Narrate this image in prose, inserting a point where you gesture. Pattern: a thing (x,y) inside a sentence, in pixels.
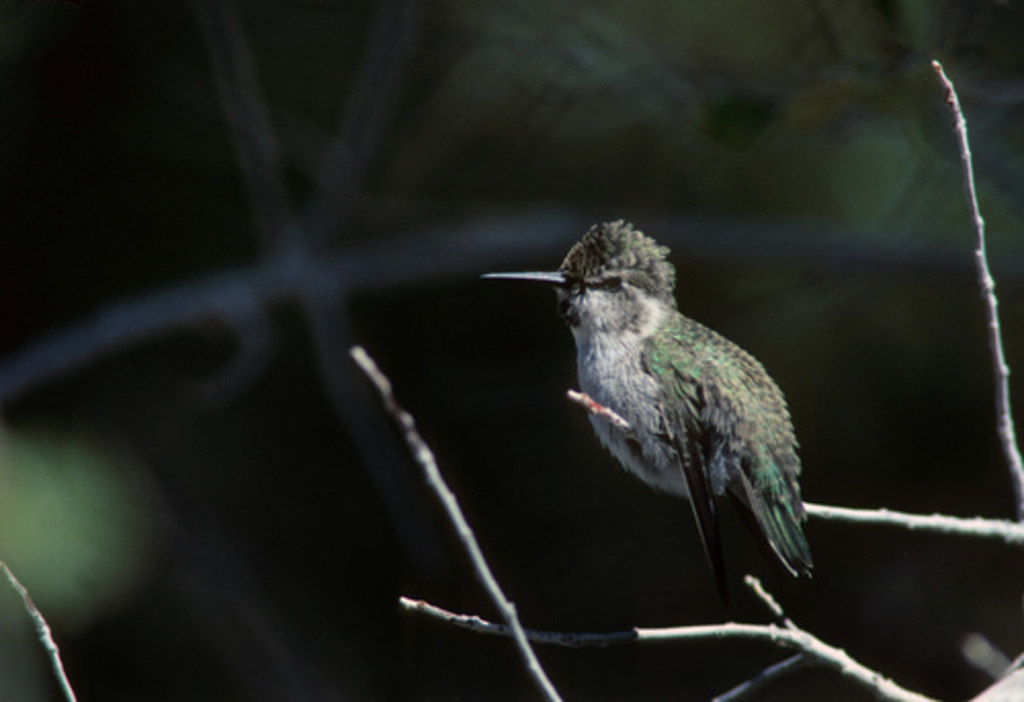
In this image there is a hummingbird (665,423) on the branch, and there is blur background (562,83).
